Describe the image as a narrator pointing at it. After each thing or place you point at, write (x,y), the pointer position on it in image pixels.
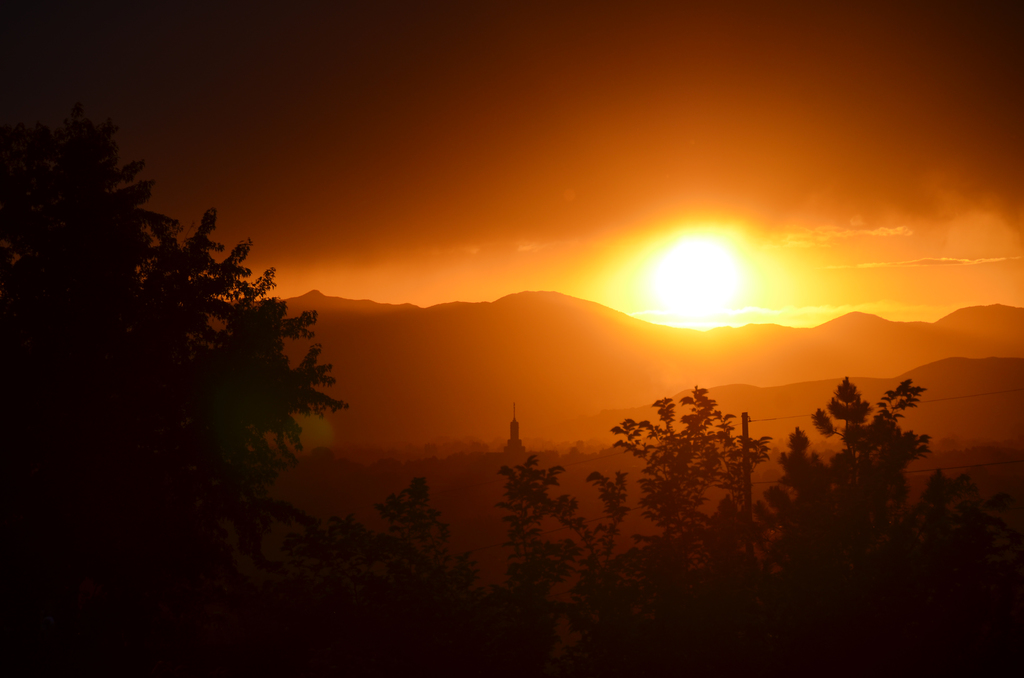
In the image we can see trees (632,600), hills (534,340), the sky (515,290) and the sun (679,307).
